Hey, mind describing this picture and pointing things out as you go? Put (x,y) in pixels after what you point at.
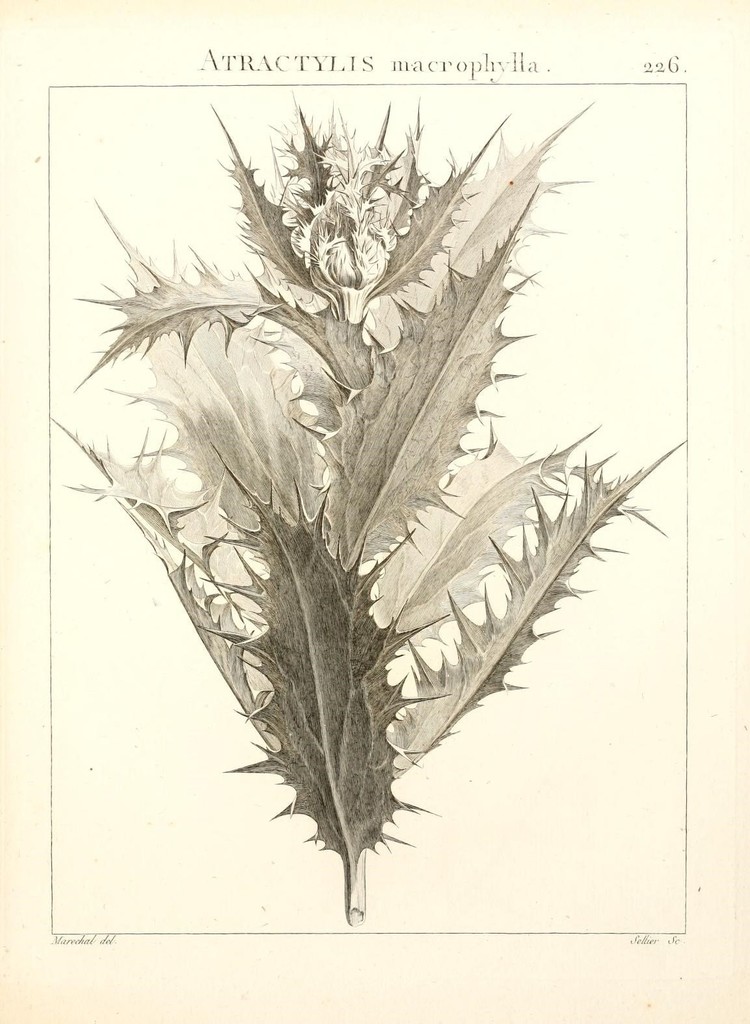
This is a page (504,812) and on this page (180,657) we can see leaves (286,190) and some text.
